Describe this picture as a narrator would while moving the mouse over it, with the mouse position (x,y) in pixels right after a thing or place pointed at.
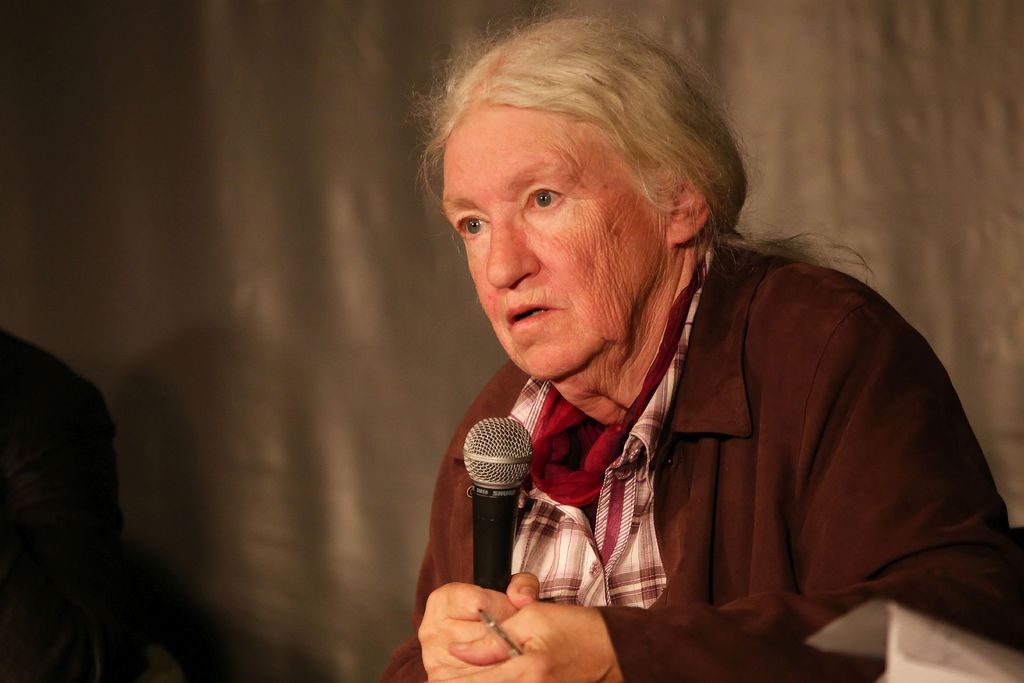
In this given image there is a old woman (577,324), holding a mic (496,556) in her hand (483,609). She's wearing a red shirt (781,362). In the background (826,186) we can observe a wall (326,216) here.
